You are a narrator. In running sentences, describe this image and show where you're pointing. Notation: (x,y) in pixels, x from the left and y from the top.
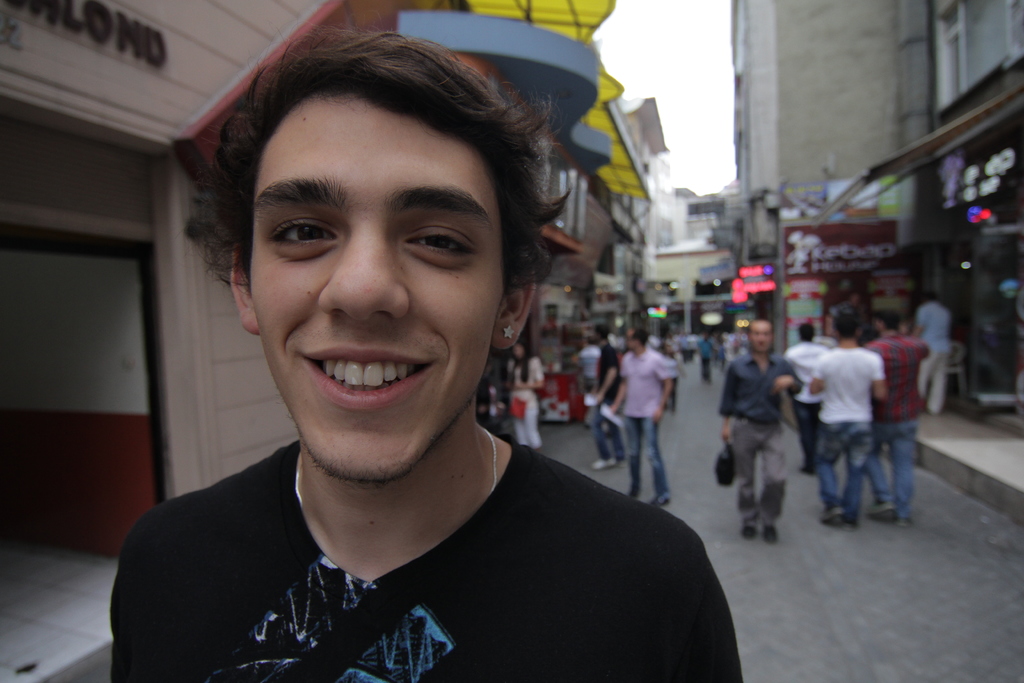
A man (479,425) is smiling, he wore black color t-shirt (572,594). Behind him few people (768,325) are walking on the road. There are stores (1008,222) in this street (793,450).
